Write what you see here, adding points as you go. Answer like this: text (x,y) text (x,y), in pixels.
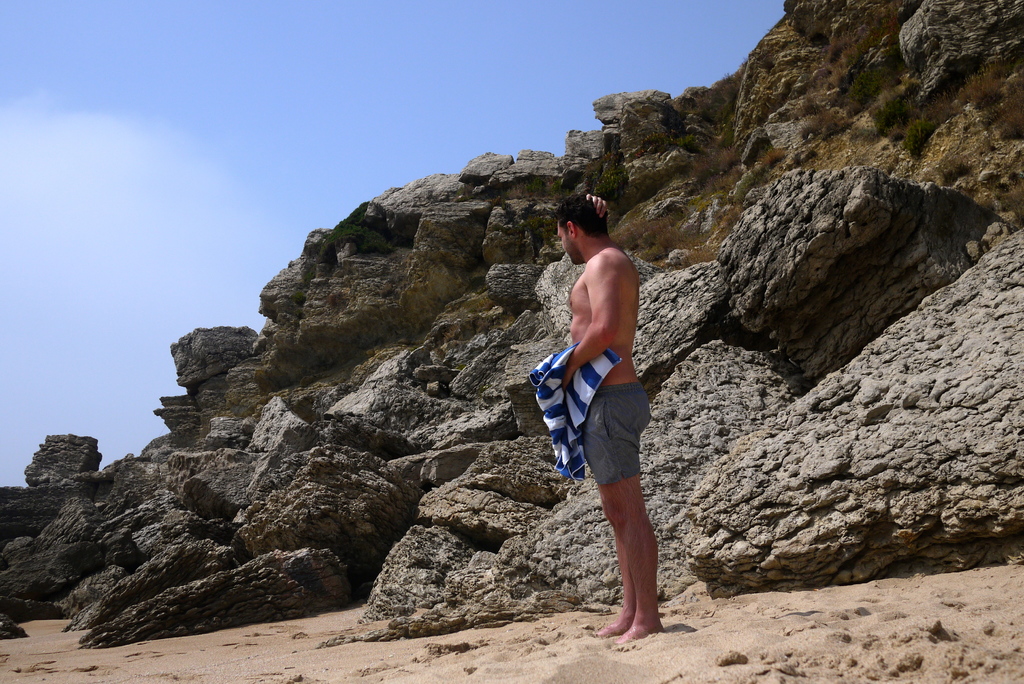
This picture is clicked outside. In the foreground (621,320) there is a man (617,324) holding a towel like object (552,360) and standing on the ground (603,664) and we can see the sand (346,654). In the center (403,373) we can see the rocks (441,262), some portion of green grass (735,193). In the background (258,152) we can see the sky (290,131).
